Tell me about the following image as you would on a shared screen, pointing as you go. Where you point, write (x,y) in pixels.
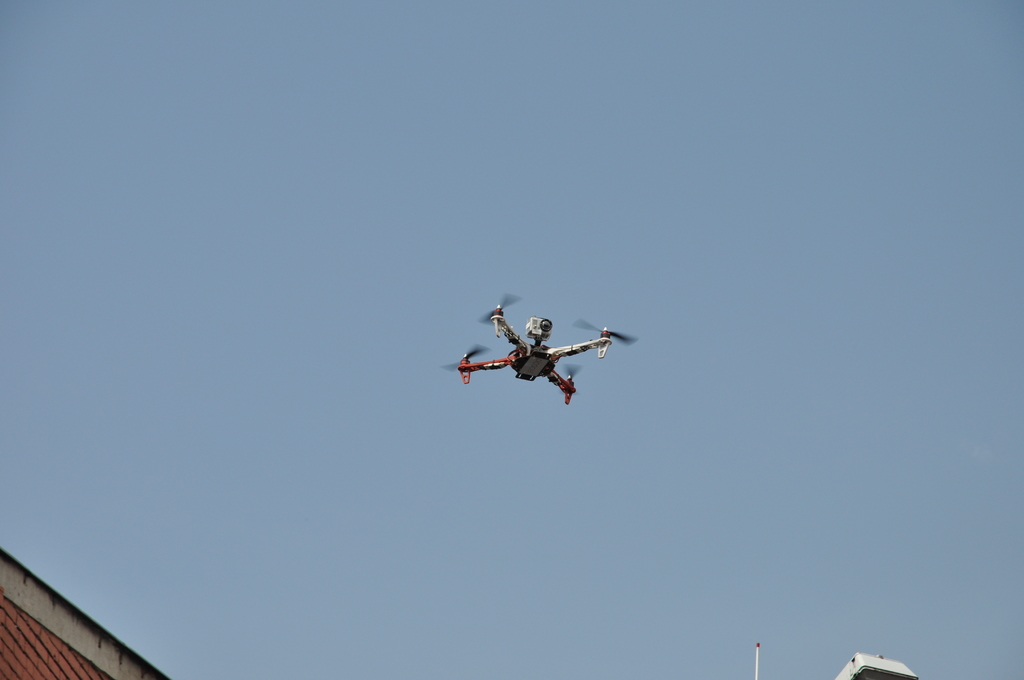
In the middle of this image (492,366), there is a drone camera (528,337) which is having four fans (613,332) in the air (657,442). On the left side (108,634), there is a roof (113,658). On the right side (897,679), there is an object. In the background (648,518), there is blue sky (232,527).
